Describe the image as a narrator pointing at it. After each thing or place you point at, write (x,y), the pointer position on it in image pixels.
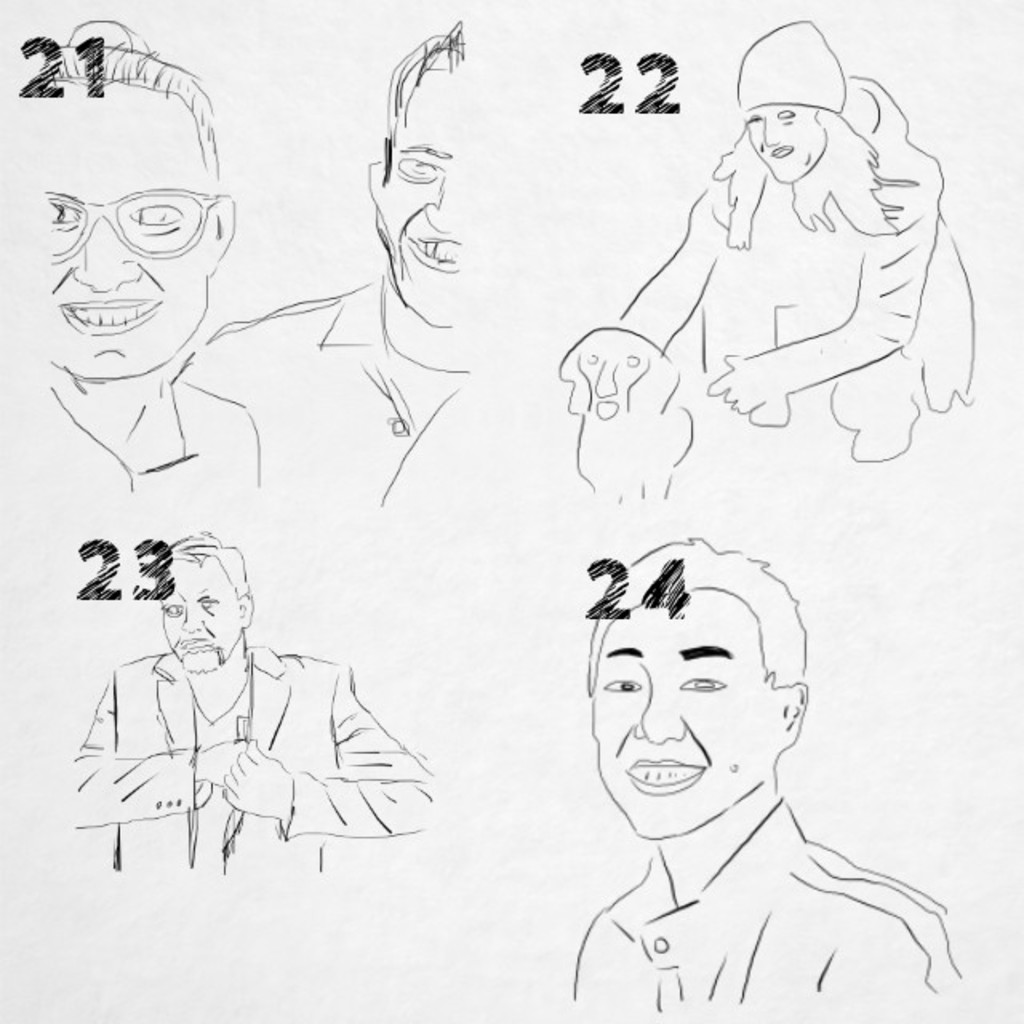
In this image there is a sketch (800,608) of a few persons (787,591) and a dog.
